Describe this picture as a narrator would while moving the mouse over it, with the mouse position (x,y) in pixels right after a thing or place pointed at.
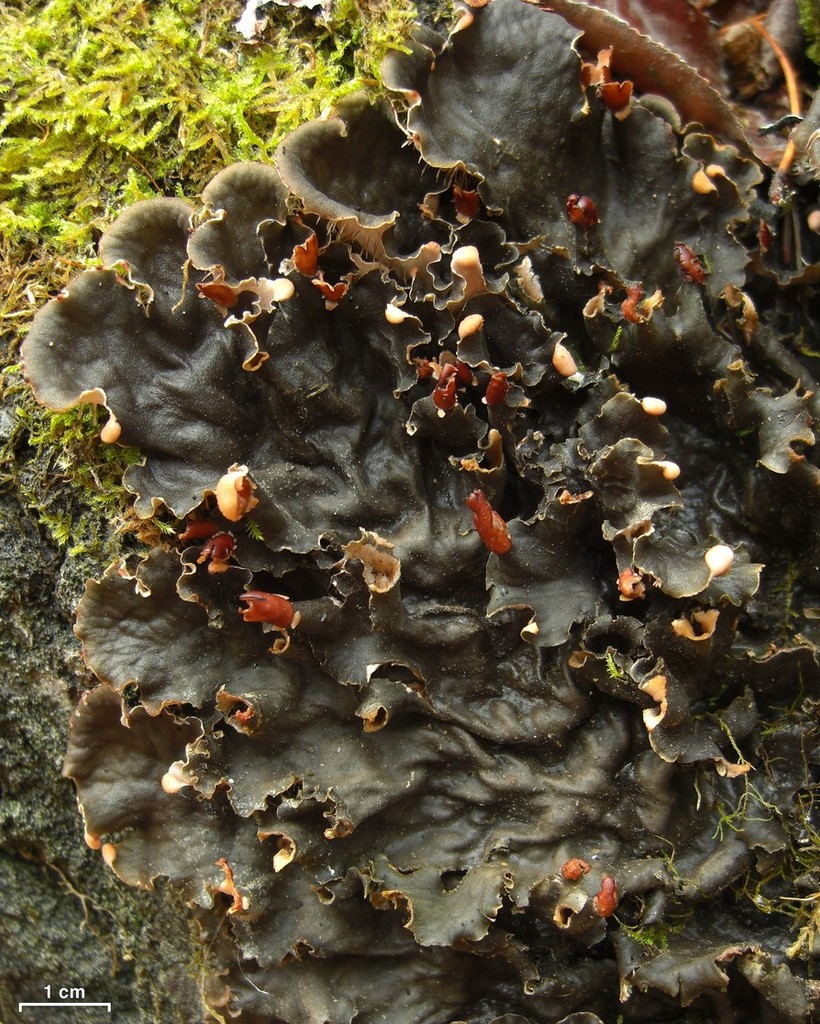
In this image there is a plant (327,532) having few leaves (319,331). Behind there are few plants (224,102) on the rock (56,604).
